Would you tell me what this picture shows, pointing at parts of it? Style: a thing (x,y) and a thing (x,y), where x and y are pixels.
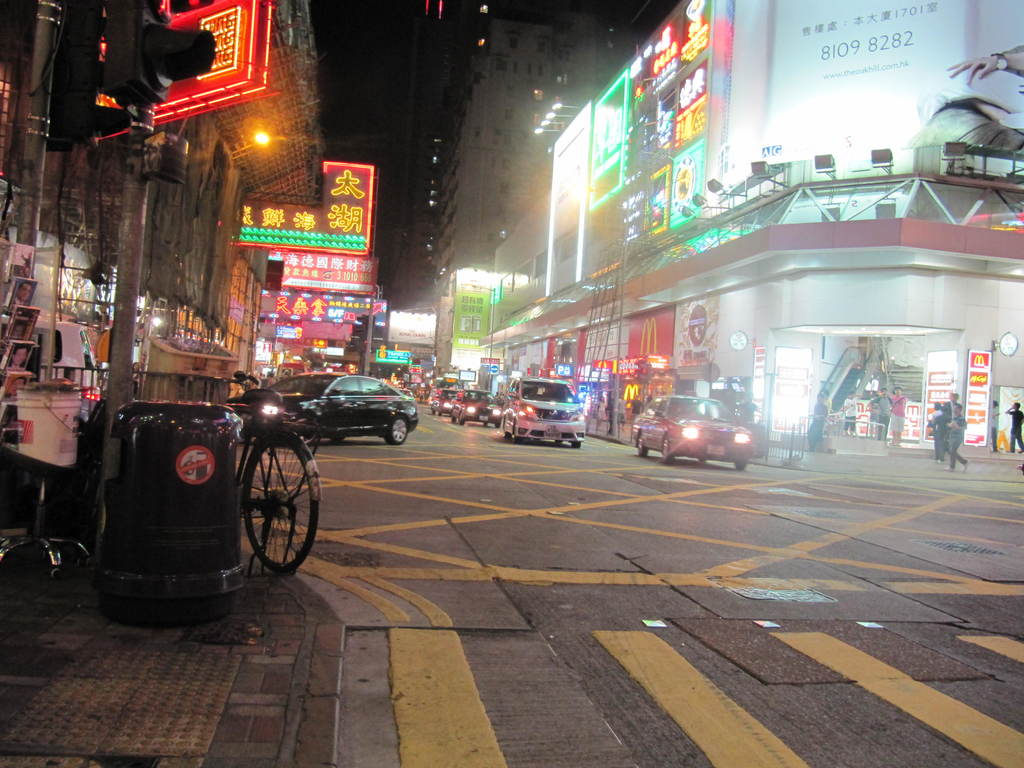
In the foreground of this image (490,724), there is a road (544,681) and the side path (237,710). On the left (205,612), there is a dustbin (131,524), chair (42,494), bucket (65,426), a traffic signal pole (124,221) and a building (200,289) in the background (195,296). On the right (859,413) background (831,298), there are buildings (783,307), lights (560,108), vehicles (714,445) moving on the road (438,426), few persons (958,434) walking on the road (366,749).
